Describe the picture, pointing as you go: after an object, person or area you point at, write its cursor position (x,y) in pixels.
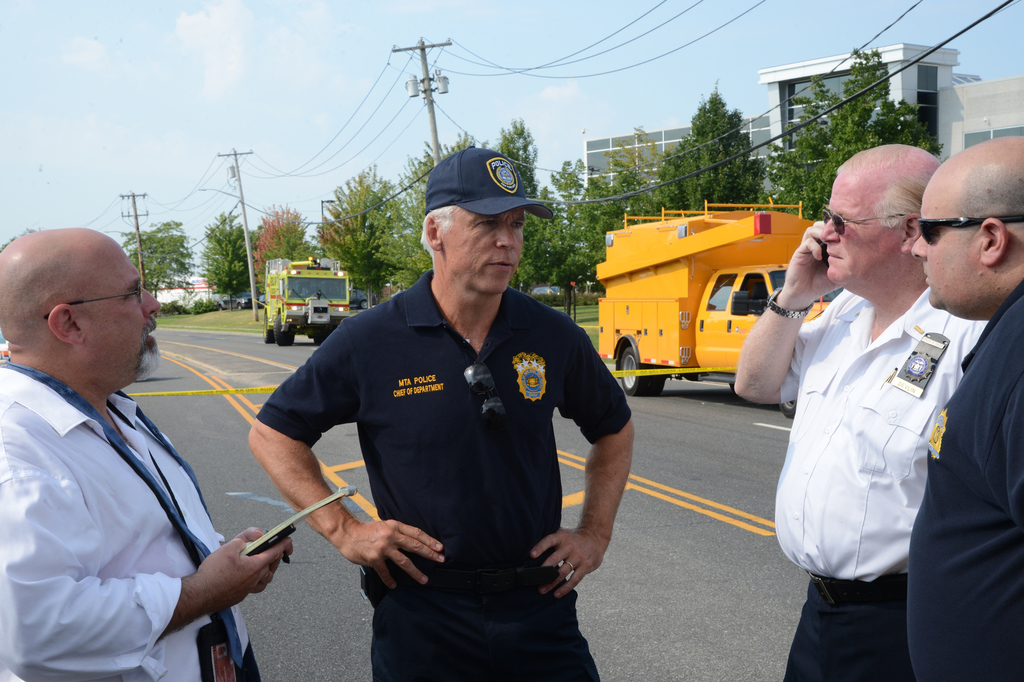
In this image I can see there are four persons (530,533) standing on the road (287,629) and I can see the sky (466,53) and power line cables (353,113), trees (684,164) and building (680,135) at the top (308,163). And I can see some vehicles (322,322) visible on the road (692,536).
